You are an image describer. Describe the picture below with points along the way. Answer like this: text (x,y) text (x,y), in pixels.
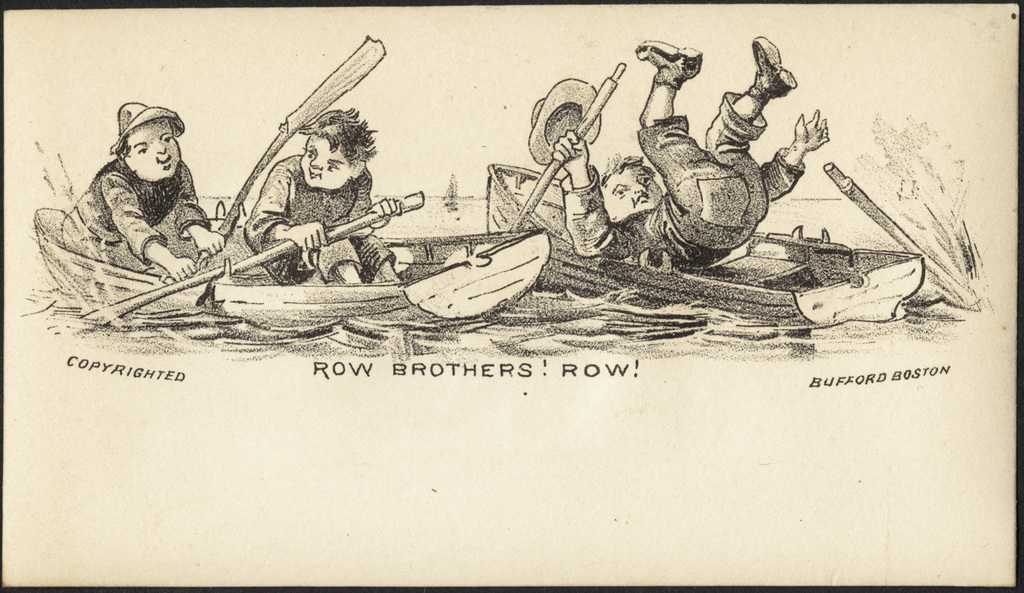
In this image I can see a drawing (833,169) of three kids (288,231) in boats (442,275). Two of them are paddling in the same boat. I can see another kid (655,236) in another boat (738,300) and falling down. I can see some text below the drawing (455,286).
